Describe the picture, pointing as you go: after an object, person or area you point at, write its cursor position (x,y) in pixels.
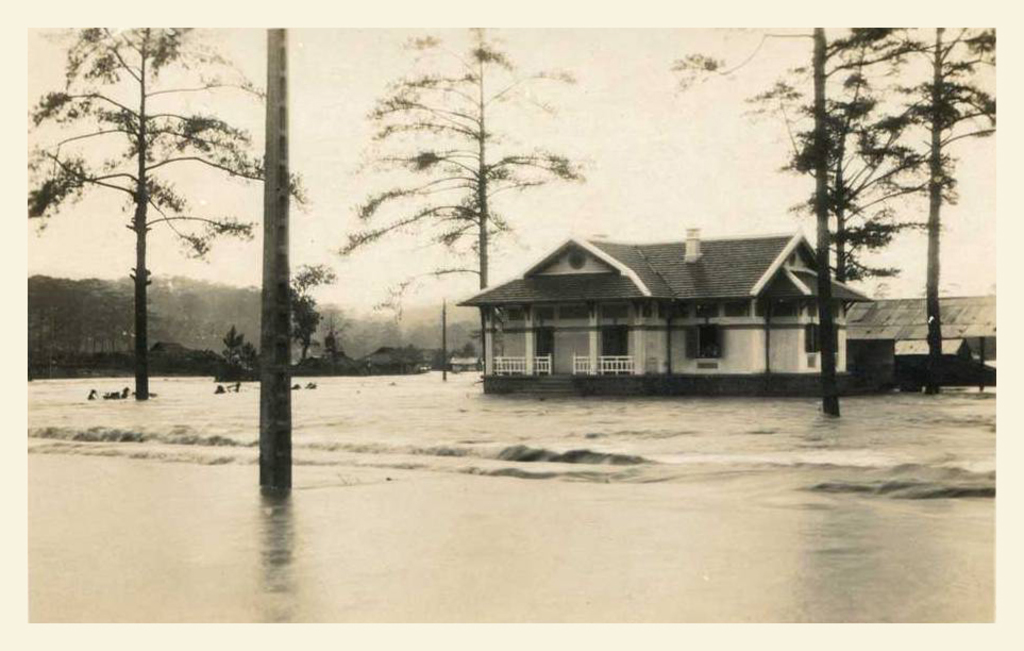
In this image there is water (324,431). There are trees (311,333). There are houses (871,374). There is a sky (403,228).
